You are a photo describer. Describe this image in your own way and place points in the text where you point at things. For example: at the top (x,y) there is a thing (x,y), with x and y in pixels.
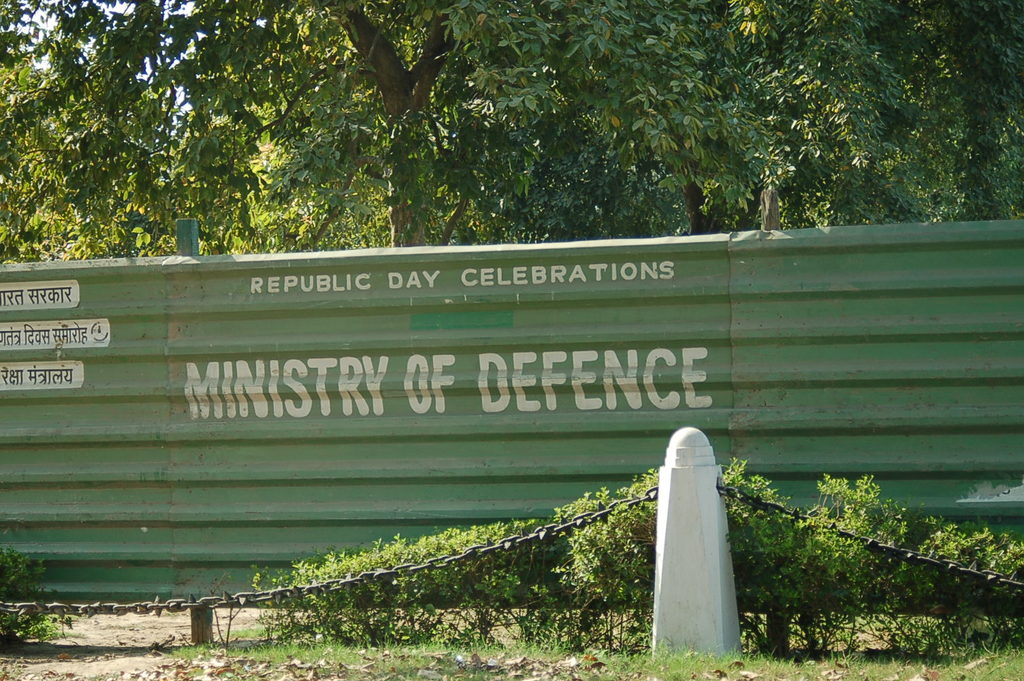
In this image we can see the fencing wall (225,360) with the text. We can also see a barrier rod (712,479) with the chain (295,591). We can see the plants (745,624), grass (741,651), dried leaves (595,658) and also the trees (434,127).
